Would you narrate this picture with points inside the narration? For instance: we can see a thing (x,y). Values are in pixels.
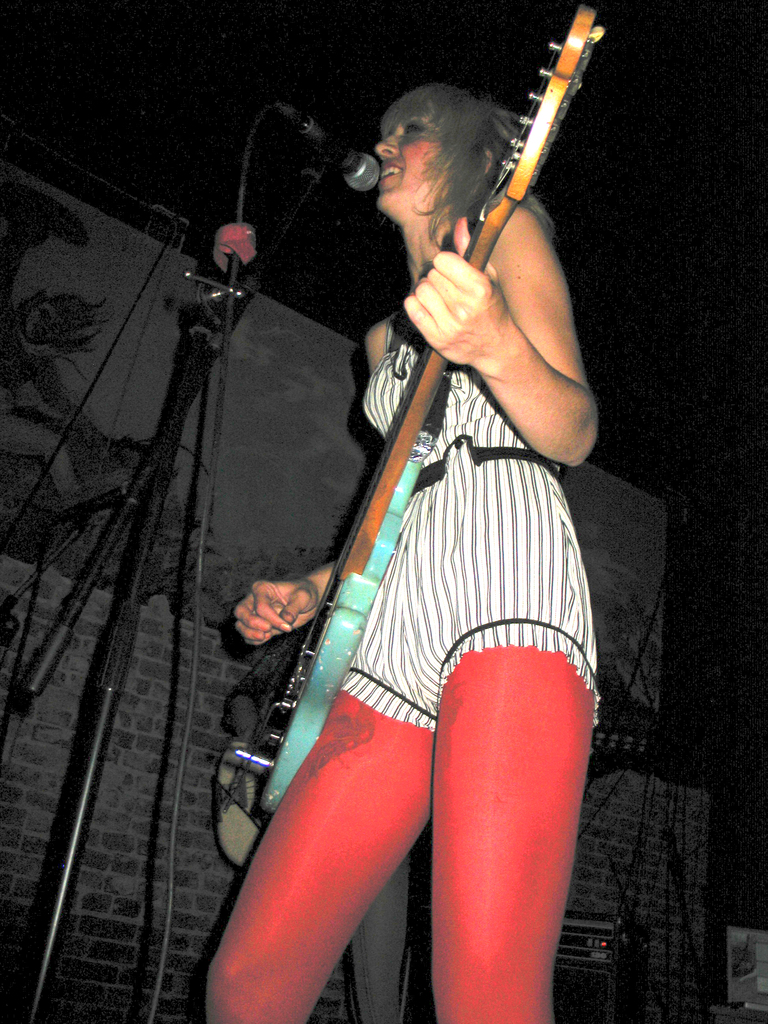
This image is clicked in a musical concert where there is Mike (186,389) in the middle of the image (437,514) and woman (377,823) standing. Woman (532,622) is wearing black and white striped top (444,600) and red pant (522,853). Woman (457,534) is holding a guitar (482,251) and she is singing something. Behind women (444,657) there are so many wires (638,767) on the right side (645,641) and there is a board (133,378) behind her.
